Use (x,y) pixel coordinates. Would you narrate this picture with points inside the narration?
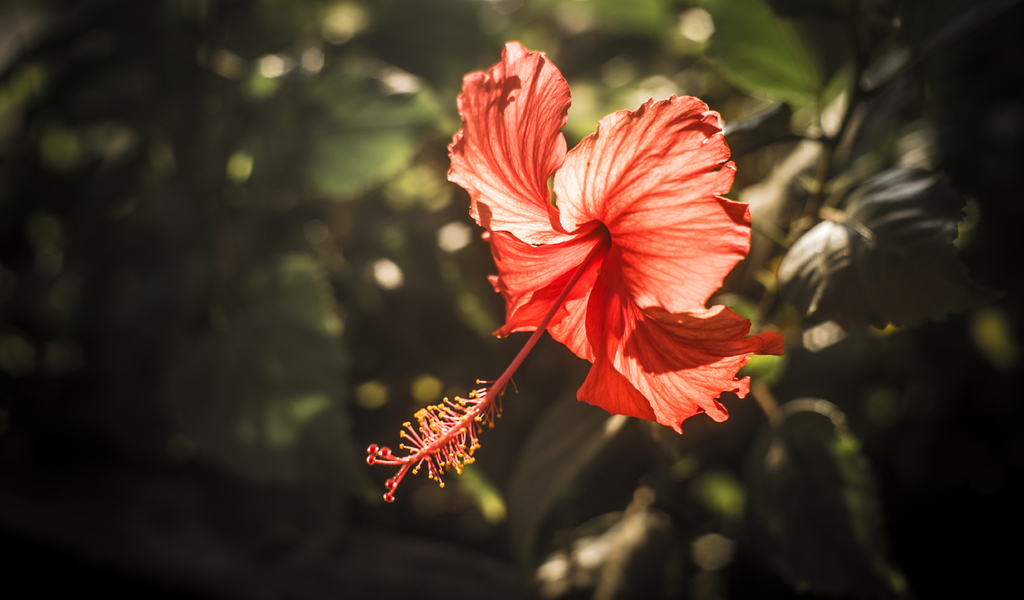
In front of the image there is a plant (533,62) with flower (580,293) on it. In the background of the image (428,104) there are leaves (645,81).
